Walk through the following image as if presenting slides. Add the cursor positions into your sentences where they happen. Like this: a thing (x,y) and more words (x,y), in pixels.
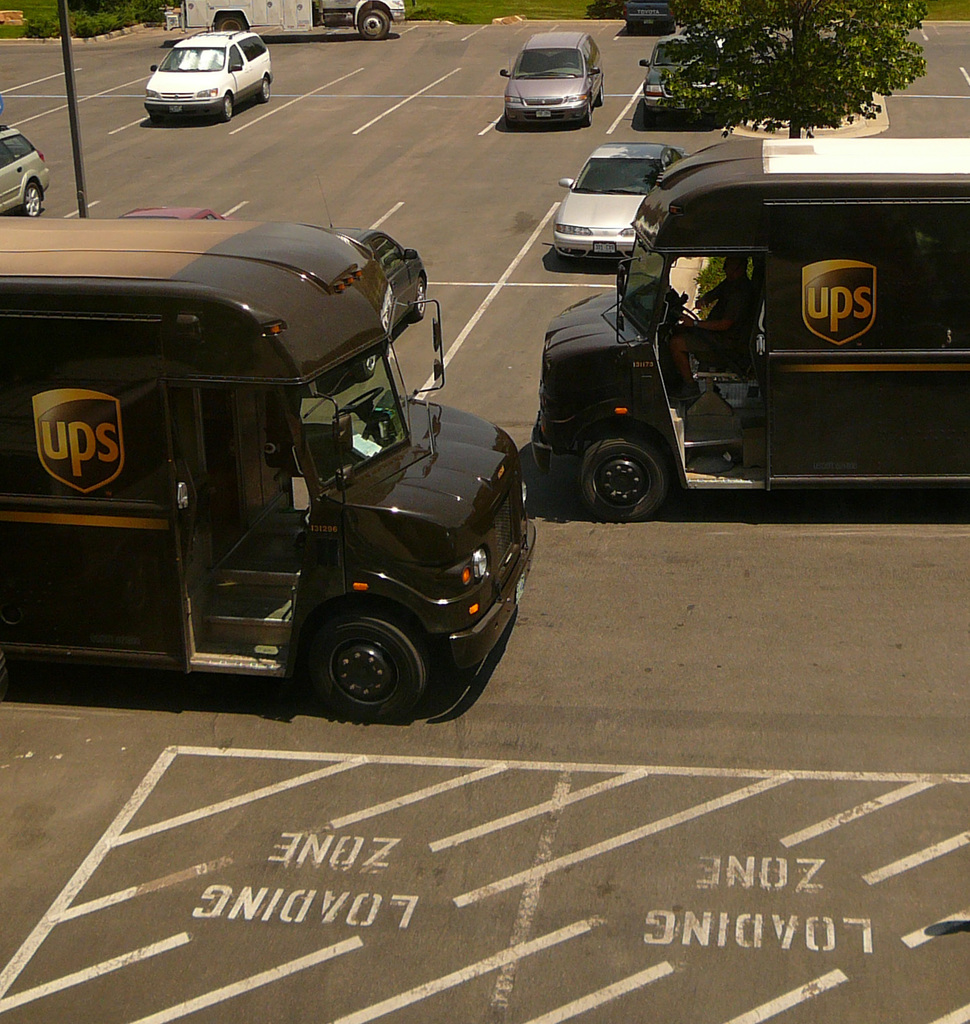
2 Brown color vehicles (180,236) are on the road (638,636), on the right side (828,65) there is a tree (856,75). On the left side (186,89) few cars (685,40) are parked in the parking lot (507,194).
